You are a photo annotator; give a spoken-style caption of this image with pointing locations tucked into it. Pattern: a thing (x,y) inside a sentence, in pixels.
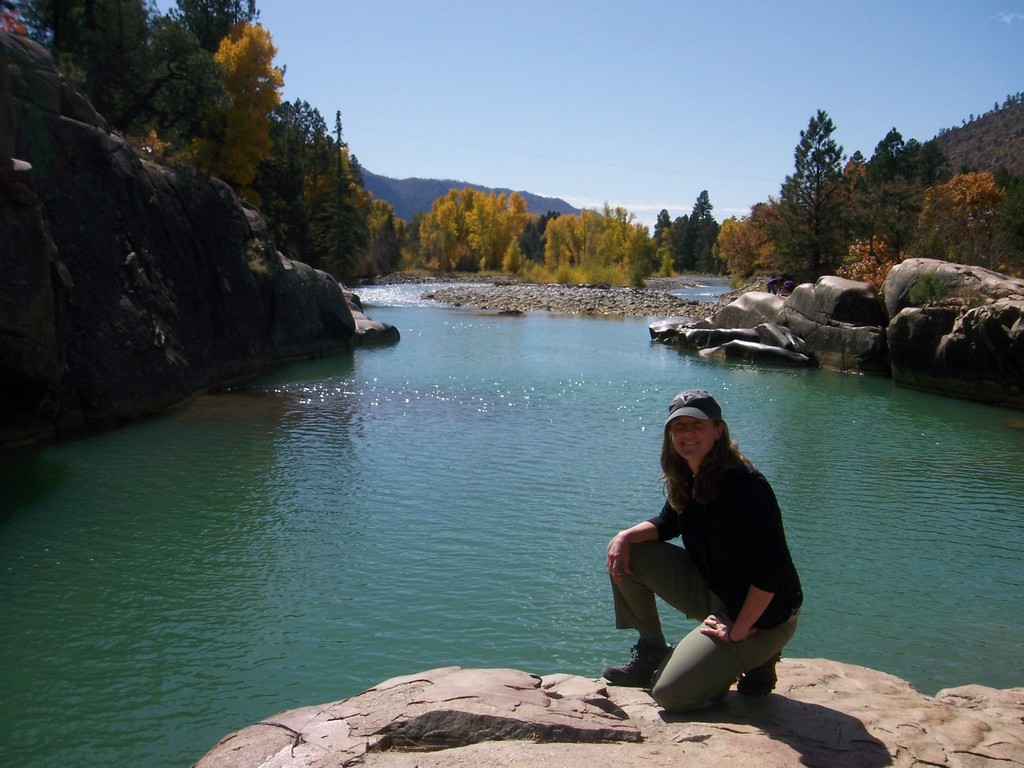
In this image we can see a lady (749,606). There is a lake (691,624) in the image. There are many trees (801,252) and plants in the image. There is a sky (589,63) in the image. There are many rocks (355,755) in the image. There are few hills (982,153) in the image.
